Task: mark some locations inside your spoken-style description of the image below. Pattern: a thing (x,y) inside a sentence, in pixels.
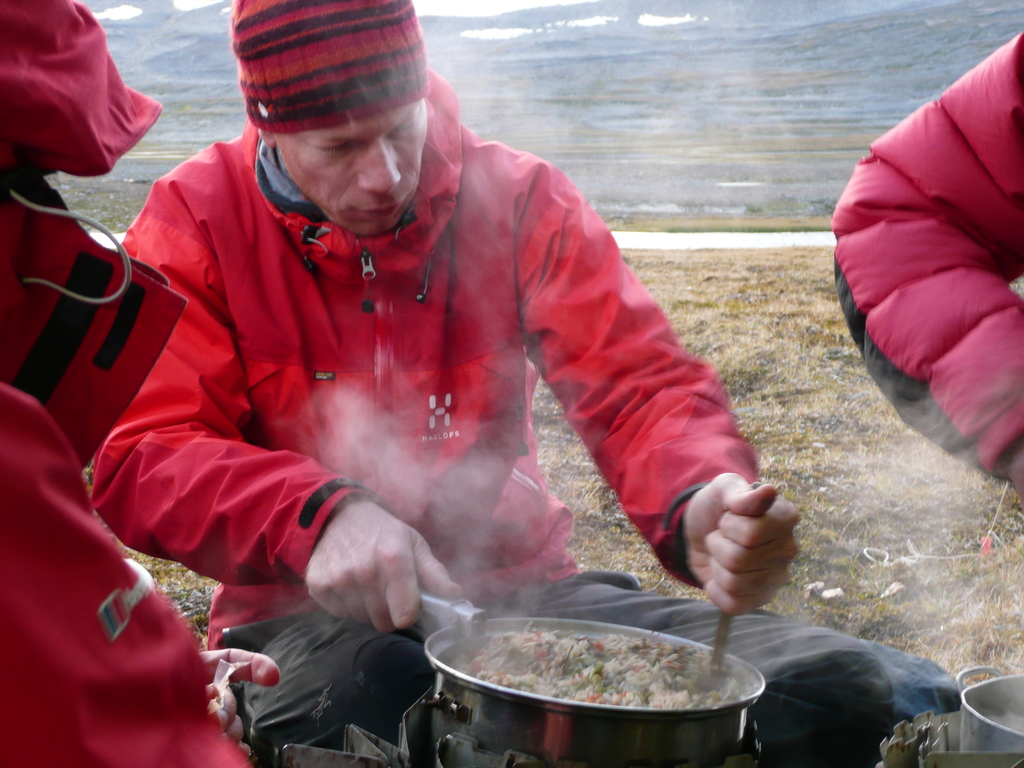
In front of the picture, we see a man (397,234) in the red jacket (421,315) is sitting. In front of him, we see a pan (650,729) or a vessel (597,742). I think he is cooking the food (520,636). On the right side (921,171), we see the hand (958,303) of the person (879,241) who is wearing the red jacket (943,401). In the right bottom (962,673), we see a pan (1008,721). On the left side (51,652), we see a person (68,530) is wearing a red jacket (100,636). Behind them, we see the grass (843,373) and the water (757,242). There are the hills (547,104) in the background (724,81).
